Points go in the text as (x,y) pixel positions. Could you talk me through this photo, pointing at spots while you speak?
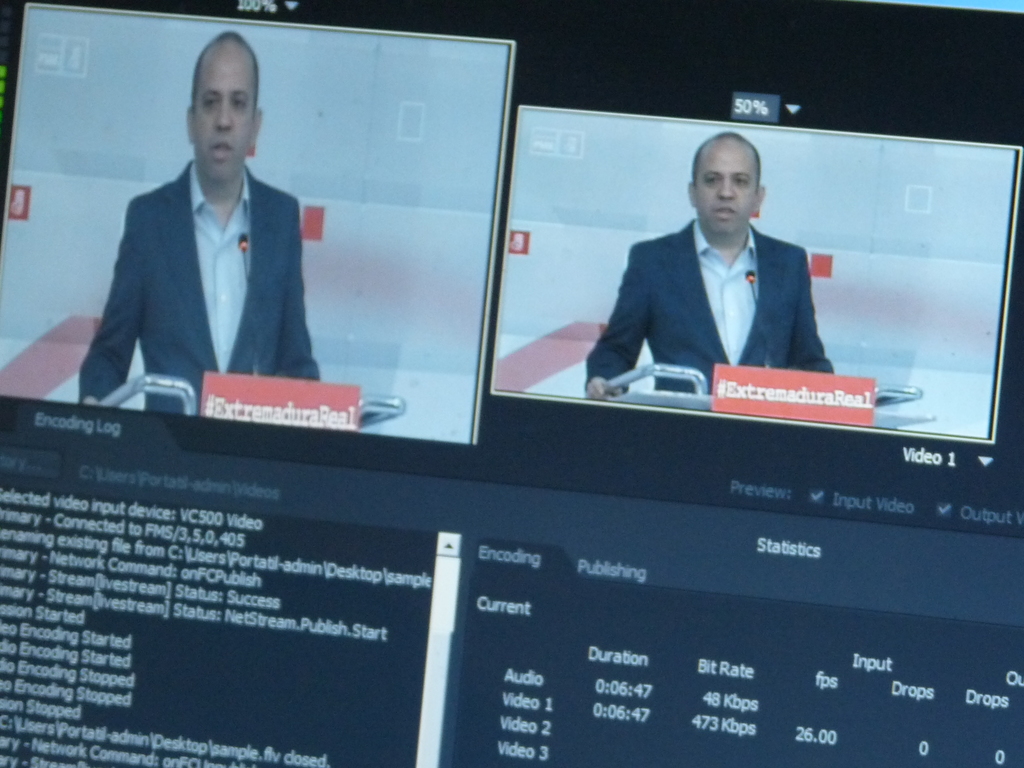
In this given picture, I can see two televisions (522,155) and a person (243,94) standing.
